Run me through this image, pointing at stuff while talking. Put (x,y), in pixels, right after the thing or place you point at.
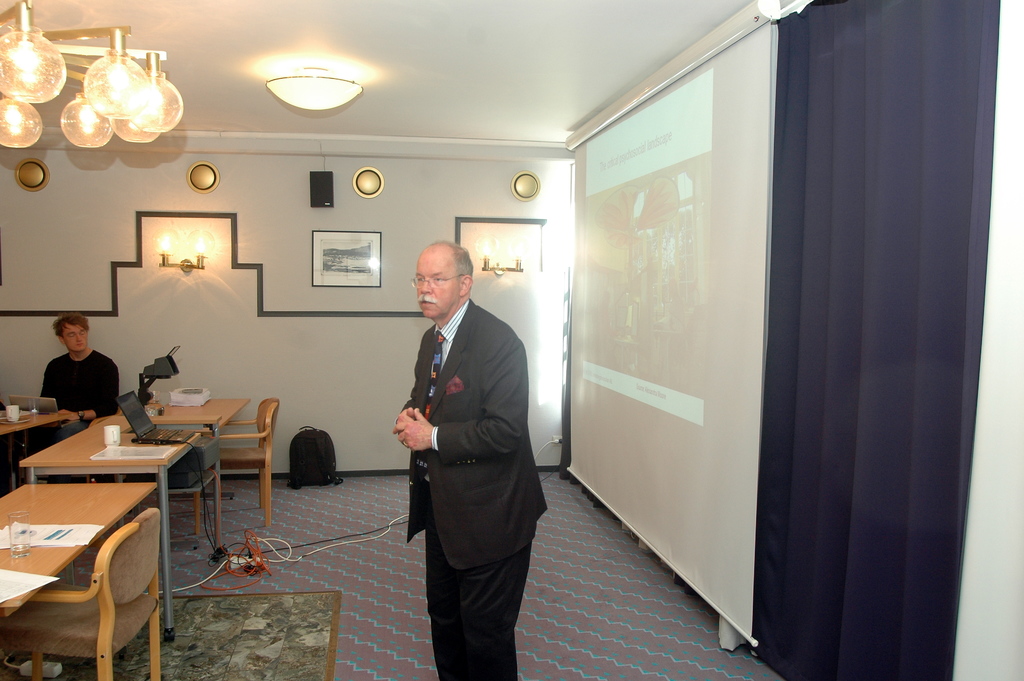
There are two persons (425,395). On the right side of the person (478,395) is standing. He is wearing a spectacle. On the left side of the person (63,367) is sitting on a chair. There is a table (75,449). There is laptop (166,439), glass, cup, paper (112,451) on a table (61,487). We can see in the background (196,297) wall (210,318), lights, projector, photo frames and curtain (898,328).
